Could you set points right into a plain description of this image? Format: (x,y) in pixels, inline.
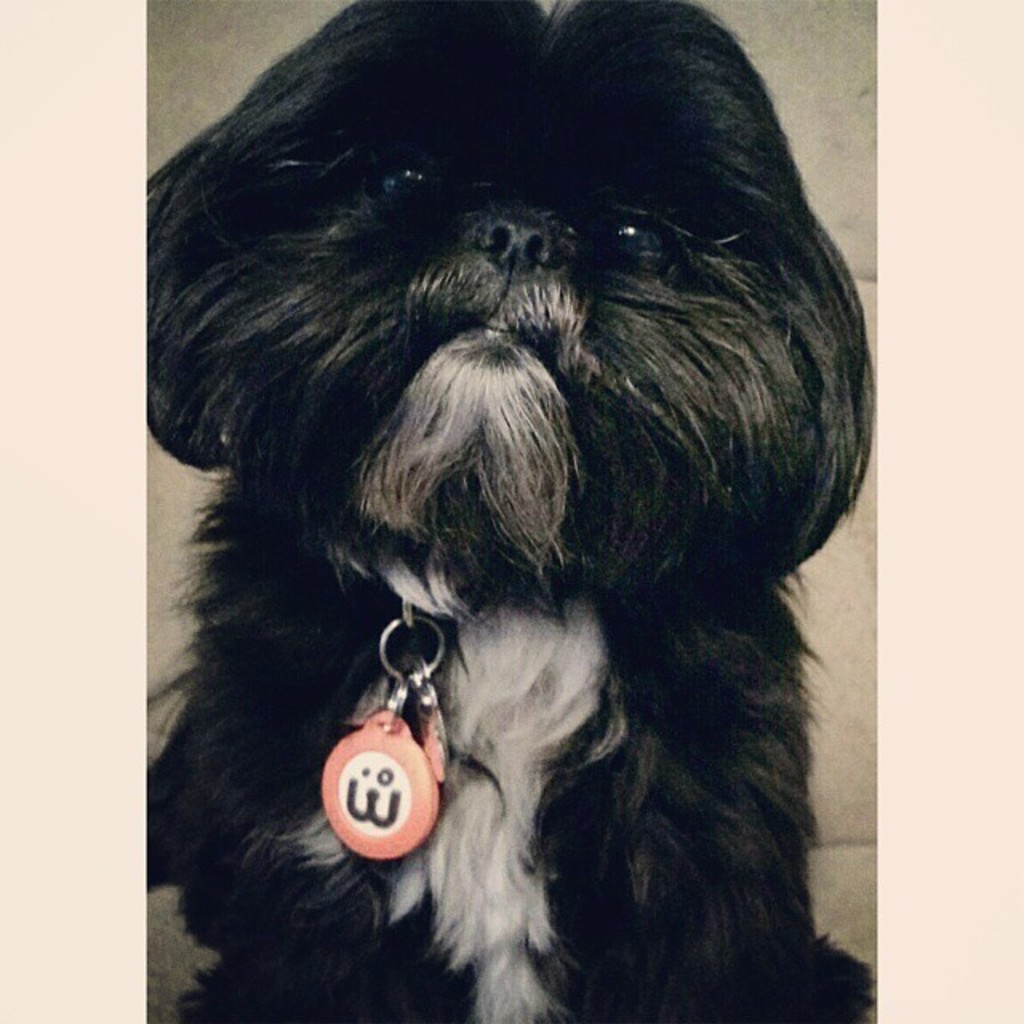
In this image I can see a dog (599,407) which is black and cream in color and I can see a badge (373,742) to its neck (504,632) which is pink and white in color. I can see the cream colored background (895,604).
